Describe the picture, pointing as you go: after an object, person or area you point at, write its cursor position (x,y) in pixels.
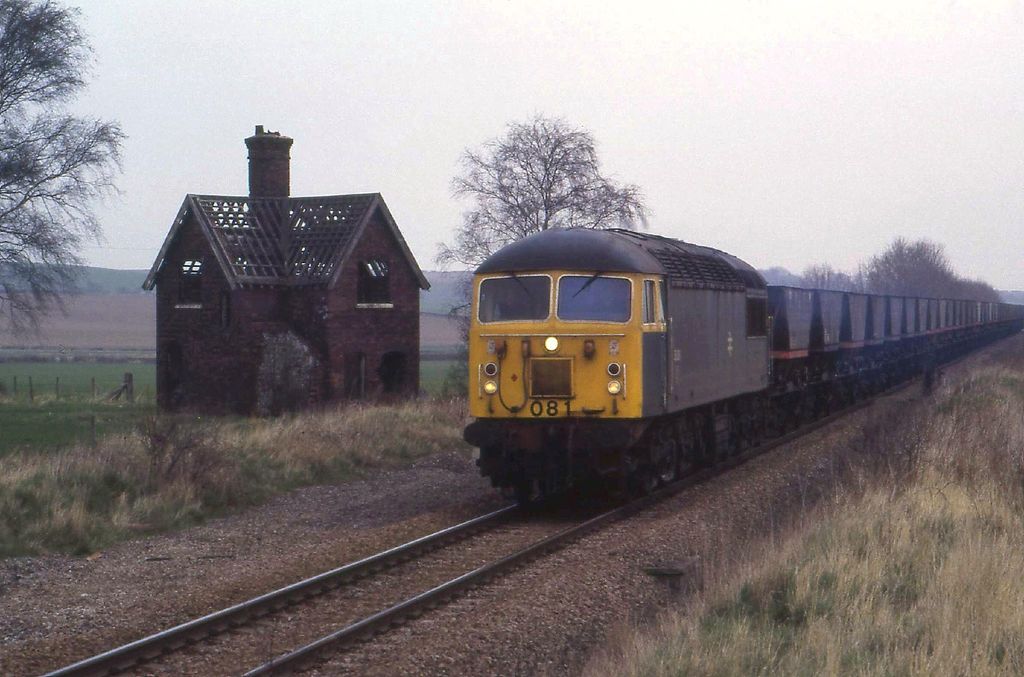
In this picture we can see a train (746,354) on a railway track (293,646), shed (215,310), trees (59,191), grass (109,408), fence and in the background (807,182) we can see the sky (603,102).
